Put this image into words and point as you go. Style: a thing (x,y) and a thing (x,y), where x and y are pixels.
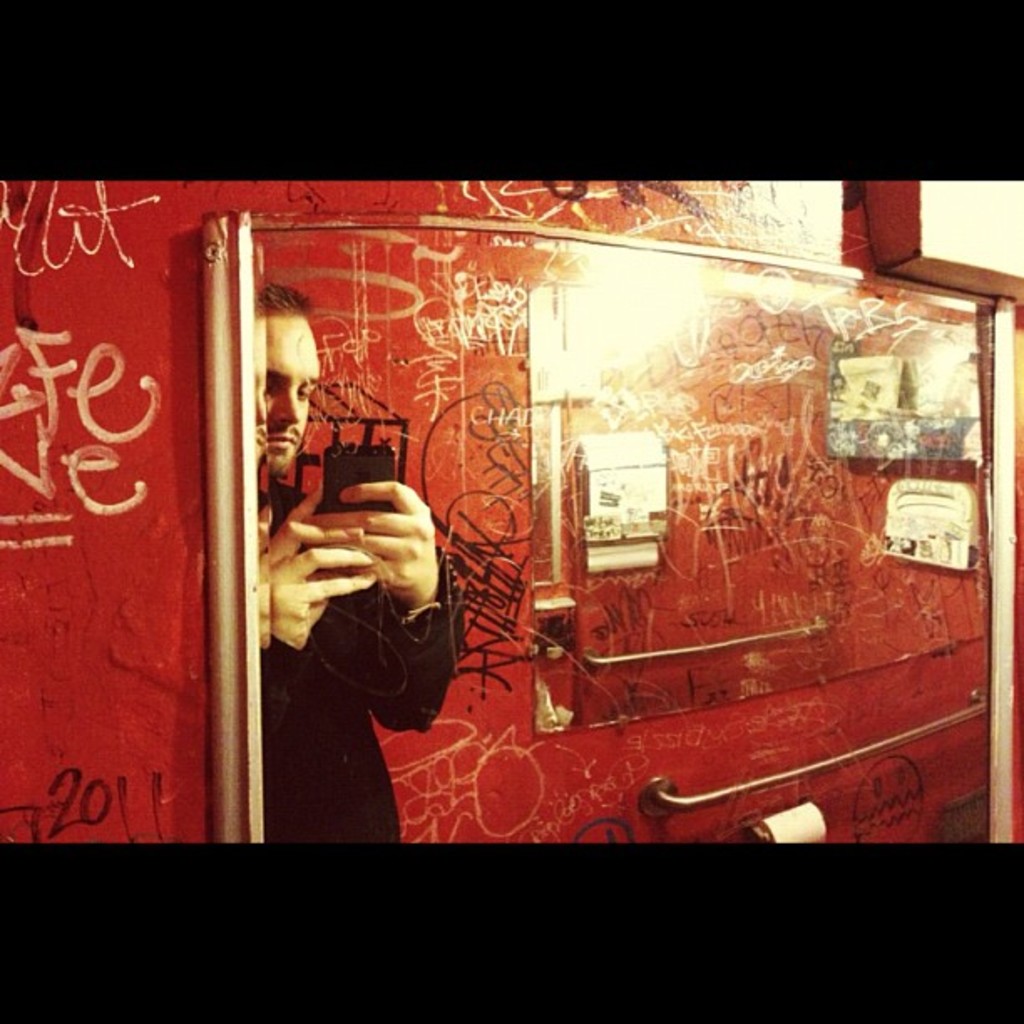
Here we can see a mirror (429,548) and an object (950,229) on the wall (16,584) and there are texts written on the wall (12,614). On the mirror (557,591) we can see the reflections (321,442) of a man (386,527) is holding a mobile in his hands (345,553), wall (442,494), pole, tissue roll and other objects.
